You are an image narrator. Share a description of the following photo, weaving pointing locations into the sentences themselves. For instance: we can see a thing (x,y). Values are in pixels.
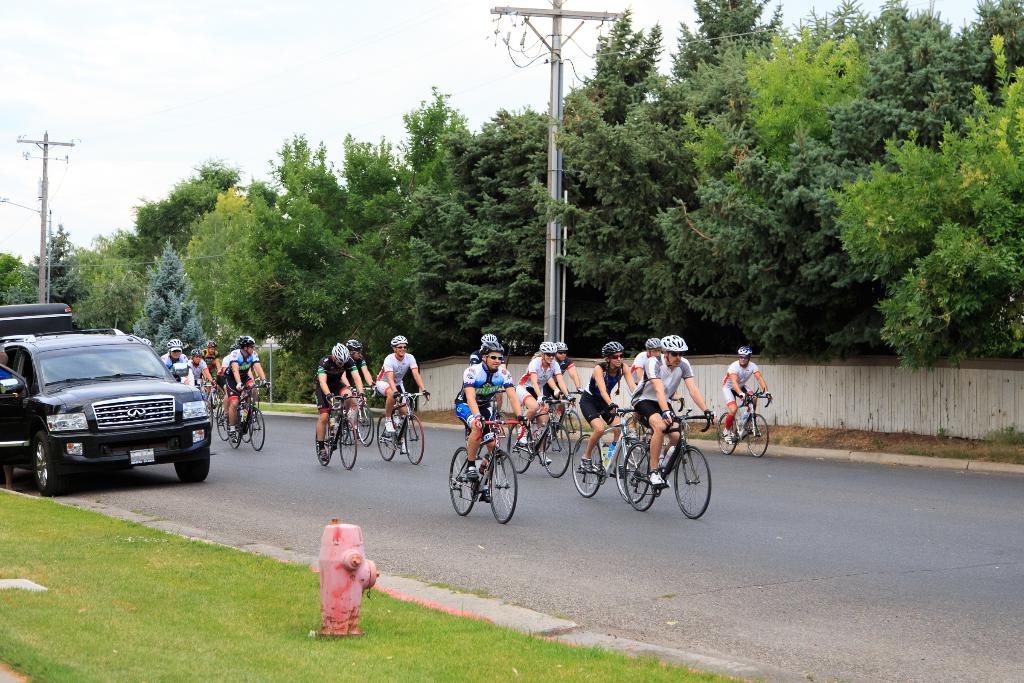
In this picture we can see a group of people (331,400) riding the bicycles (516,420) on the road (621,518). On the left side of the people (473,404) there is a black vehicle (87,382), a fire hydrant (328,571) and the grass (184,560). On the right side of the people (504,371) there is a wall (808,384), trees (745,217) and electrical poles (569,35) with cables (573,62). Behind the trees (223,290) there is the cloudy sky (194,106).
